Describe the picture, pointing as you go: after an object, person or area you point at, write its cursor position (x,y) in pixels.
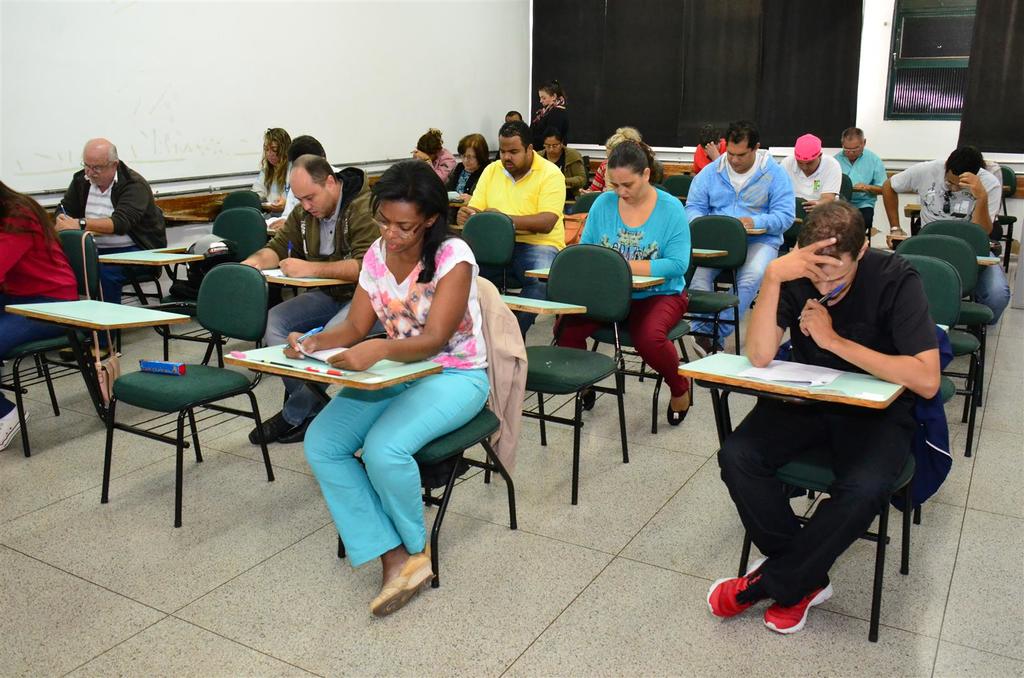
A group of people (75,195) are writing an examination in a room (610,345).
